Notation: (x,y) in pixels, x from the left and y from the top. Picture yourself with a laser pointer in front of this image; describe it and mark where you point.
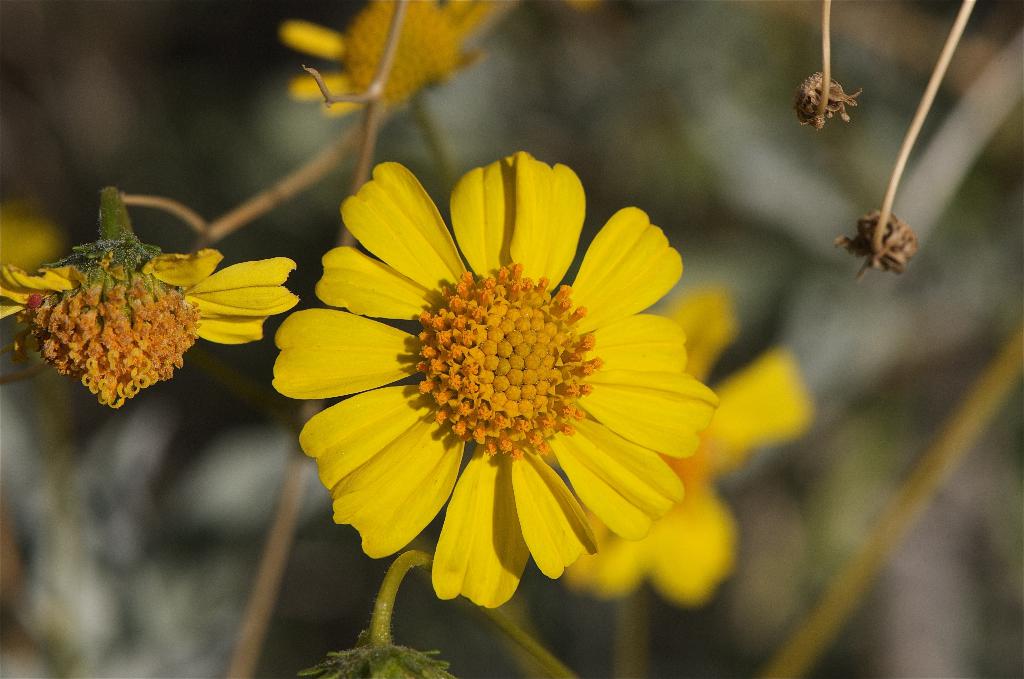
In the picture we can see a plant (94,383) with a flower (159,372) which are yellow in color with petals (606,352) and besides, we can see some dried buds (865,250) of the plant (890,248).
